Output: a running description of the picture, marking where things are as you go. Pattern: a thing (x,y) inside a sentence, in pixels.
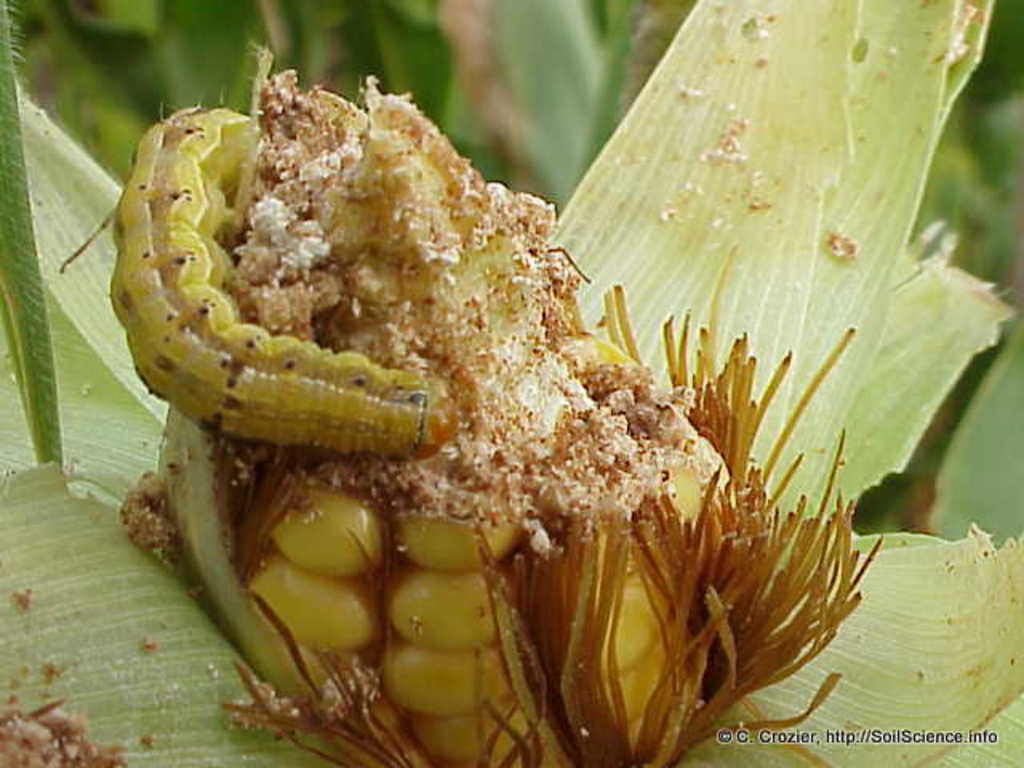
In this image I can see an insect (239,409) on the corn (467,588). In the background (460,91) I can see leaves (545,54). I can see an insect (181,268) is in green and brown color.
